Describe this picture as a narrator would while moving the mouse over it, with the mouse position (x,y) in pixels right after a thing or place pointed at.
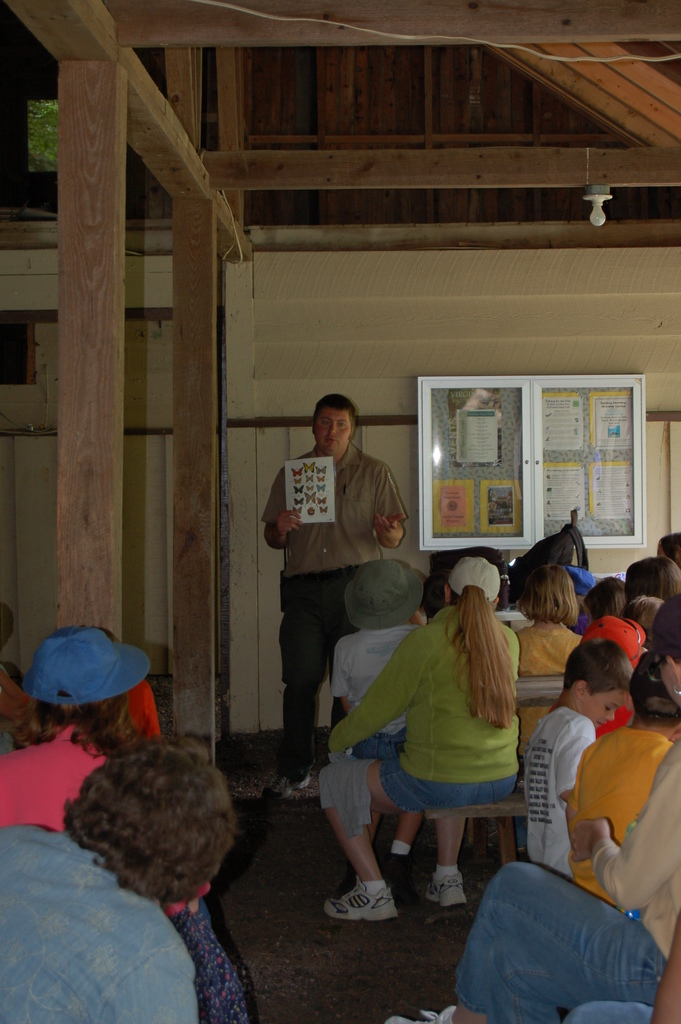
In this image few people (204,818) are facing towards the back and I can see a person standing and holding a paper (318,497) in his hand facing towards the camera, I can see a notice board (541,475) on the right side of the image (544,467) and I can see a wooden rooftop (232,154) at the top of the image (179,139) with some pillars (178,534).
